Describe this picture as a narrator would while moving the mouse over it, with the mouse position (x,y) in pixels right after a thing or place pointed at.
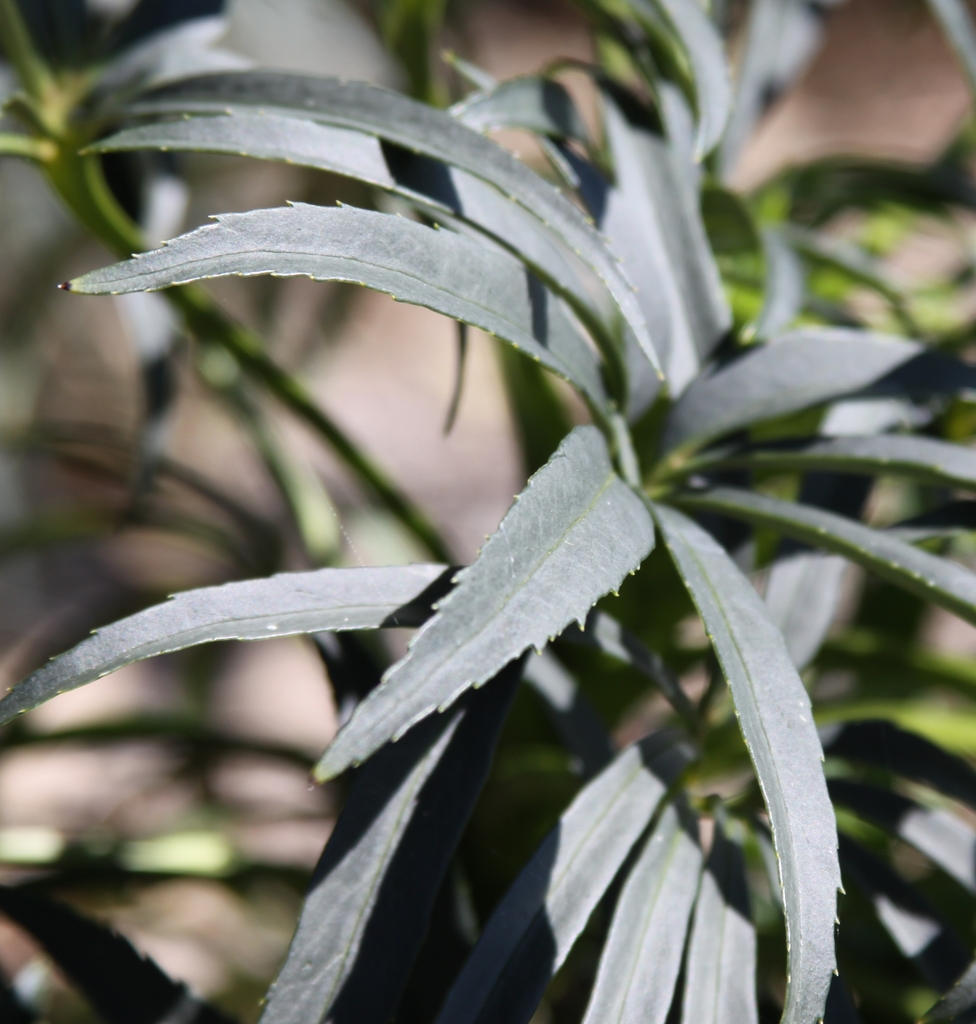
In this image we can see some green plants (606,723) on the ground (866,128) and the background (258,896) is blurred.
